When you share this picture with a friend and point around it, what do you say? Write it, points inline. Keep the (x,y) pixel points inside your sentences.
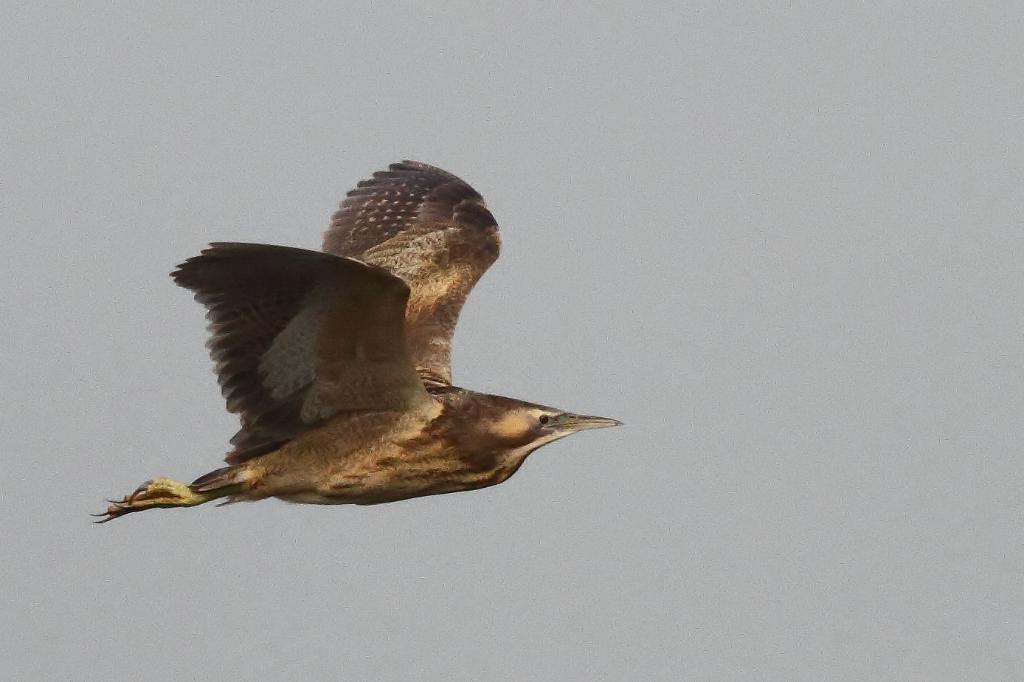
A bird (390,371) is flying in the sky (784,201) towards the right side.
